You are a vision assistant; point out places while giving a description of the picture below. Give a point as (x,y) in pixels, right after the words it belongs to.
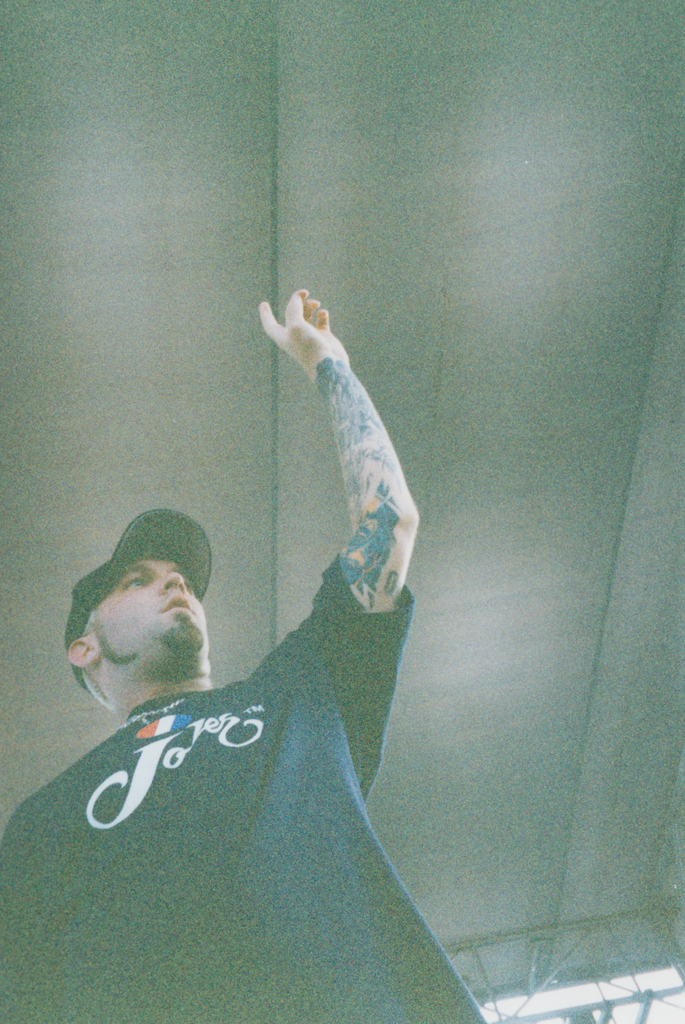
In this image we can see a person (298,687). On the backside (281,306) we can see a roof (393,302).
